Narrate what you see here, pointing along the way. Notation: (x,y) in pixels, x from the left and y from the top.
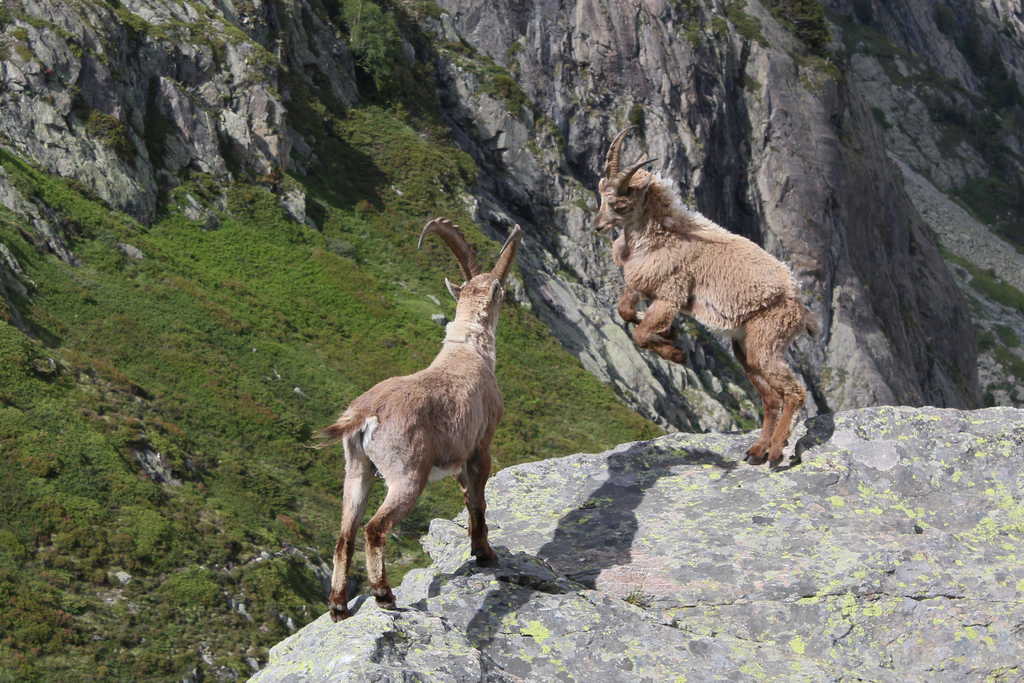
In this image there are two animals (421,483) on the rocky mountain (764,588), behind them there's grass (188,253) on the rocky mountains (945,159).
